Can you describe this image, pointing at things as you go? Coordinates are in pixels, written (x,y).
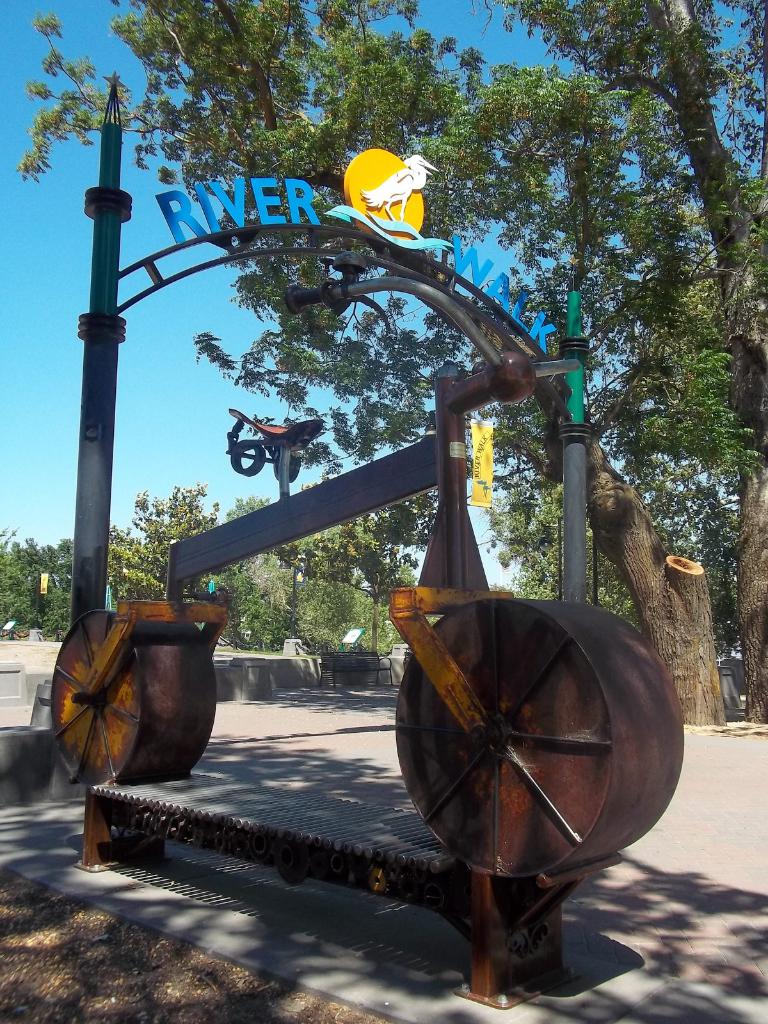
In this image, we can see a bicycle (105,668) made with iron scraps (472,725). At the bottom (397,695), there is the path (483,1013). In the background (335,575), we can see arch (424,274), trees (381,119), boards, bench (358,667) and sky (5,218).
